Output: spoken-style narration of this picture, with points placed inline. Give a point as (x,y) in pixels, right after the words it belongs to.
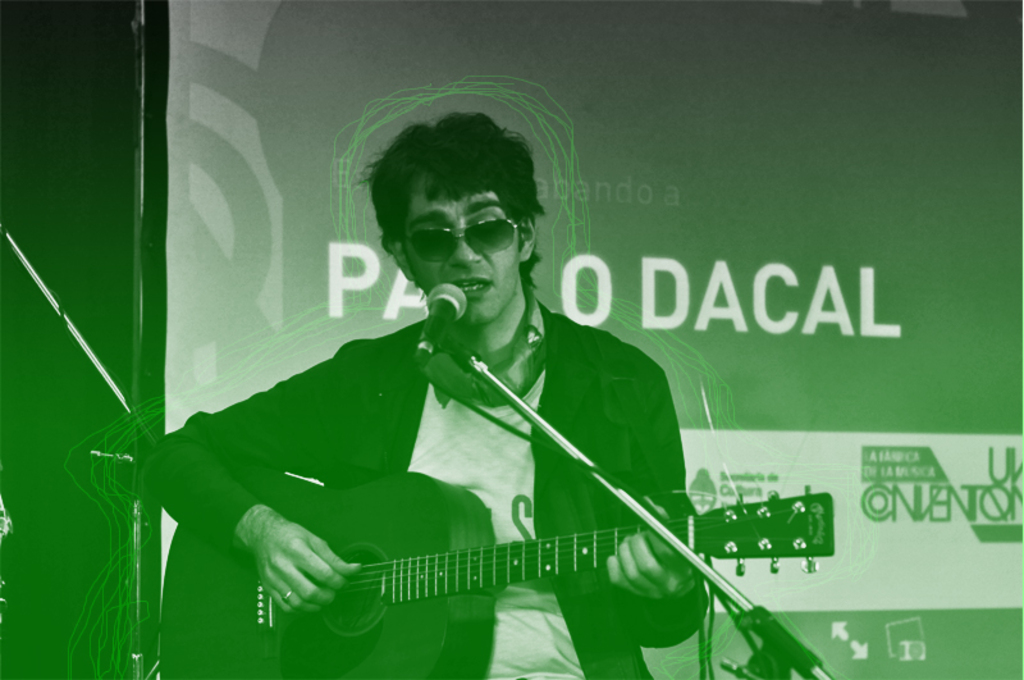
In this image I can see a person (451,413) playing a musical instrument (442,542). There is a mic (431,334) and a stand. At the back side (862,264) there is a banner (763,248). The person (505,239) is wearing a glasses (422,252).
